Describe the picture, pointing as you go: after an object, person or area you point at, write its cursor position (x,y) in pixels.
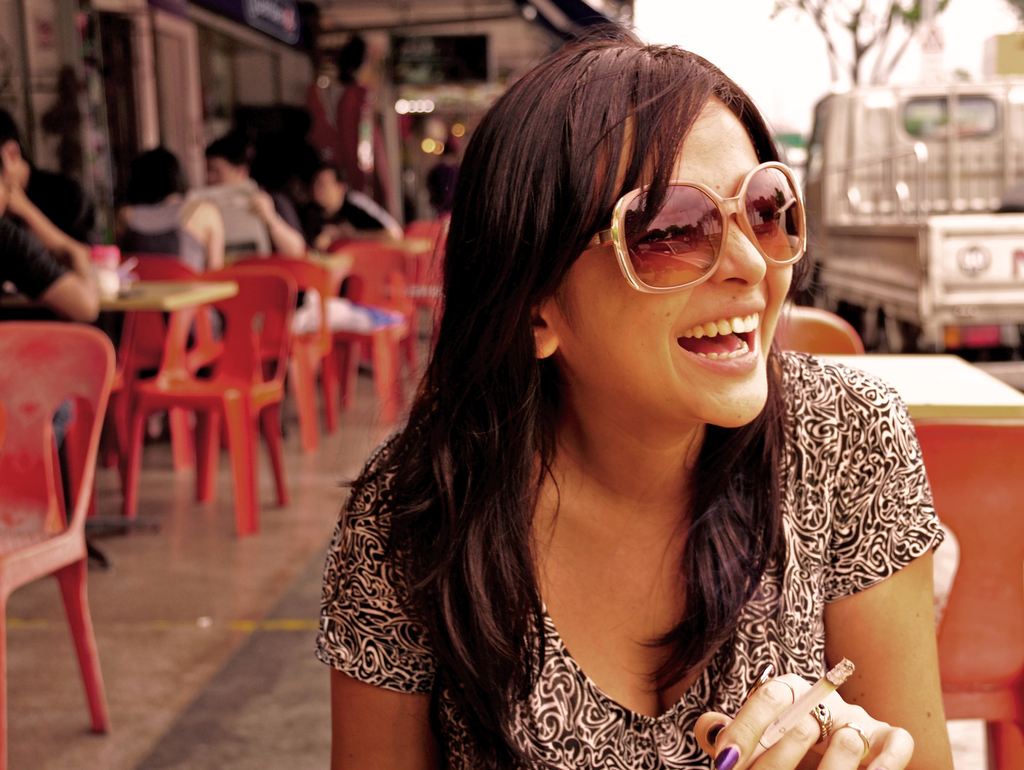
In this image I see a woman (914,503) who is smiling and sitting. In the background (132,323) I can see lot of chairs (441,223), tables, few people (386,227), a building (61,24) and a vehicle (1016,107).
